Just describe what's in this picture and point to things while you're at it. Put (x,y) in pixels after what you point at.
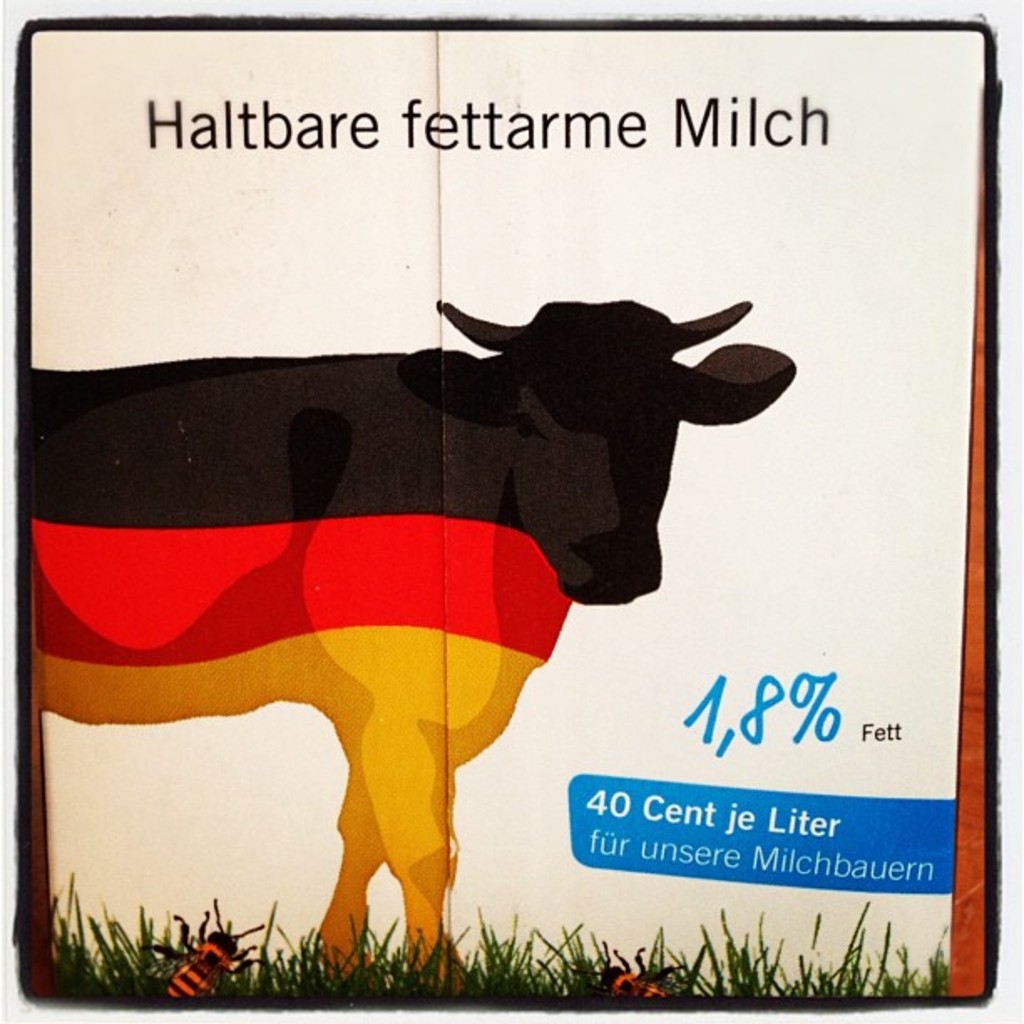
As we can see in the image there is a poster (696,438). On poster (691,923) there is a cow (521,423), grass (468,956) and insects (620,984).
